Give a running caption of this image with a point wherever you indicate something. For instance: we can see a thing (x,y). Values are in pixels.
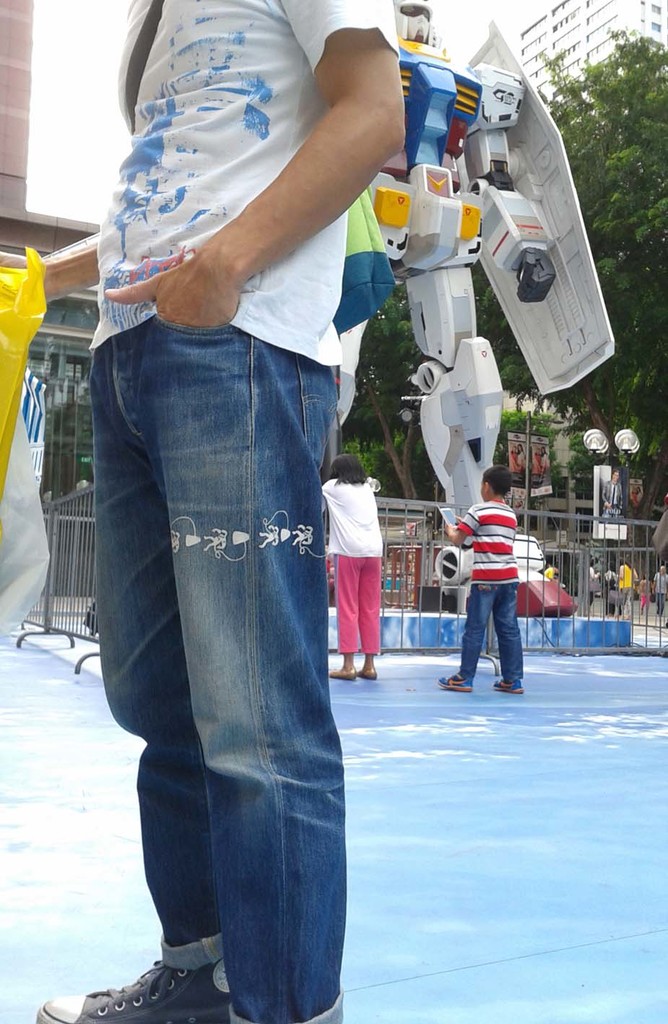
This picture describes about group of people (352,569), in the middle of the image (355,357) we can see a robot (505,194), in front of the robot (440,326) we can find fence (618,563), in the background (613,282) we can see trees (628,173) and buildings (13,238).
